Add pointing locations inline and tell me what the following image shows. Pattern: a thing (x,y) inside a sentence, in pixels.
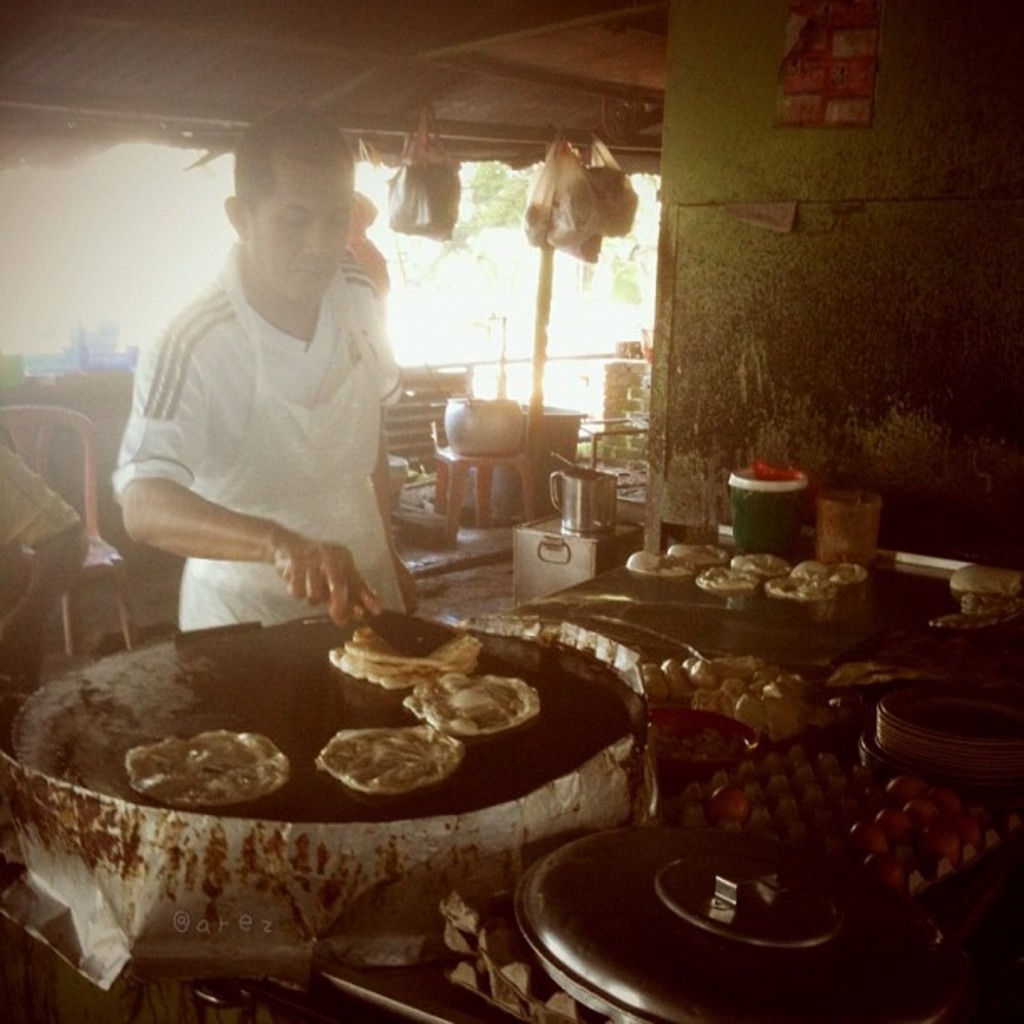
In the picture we can see a man (334,565) standing and cooking on the pan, and we can also see some food items (657,556) on the table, boxes (537,584) and some food packets (572,146) which are hanged to the ceiling (585,147), man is wearing a white T-shirt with apron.
